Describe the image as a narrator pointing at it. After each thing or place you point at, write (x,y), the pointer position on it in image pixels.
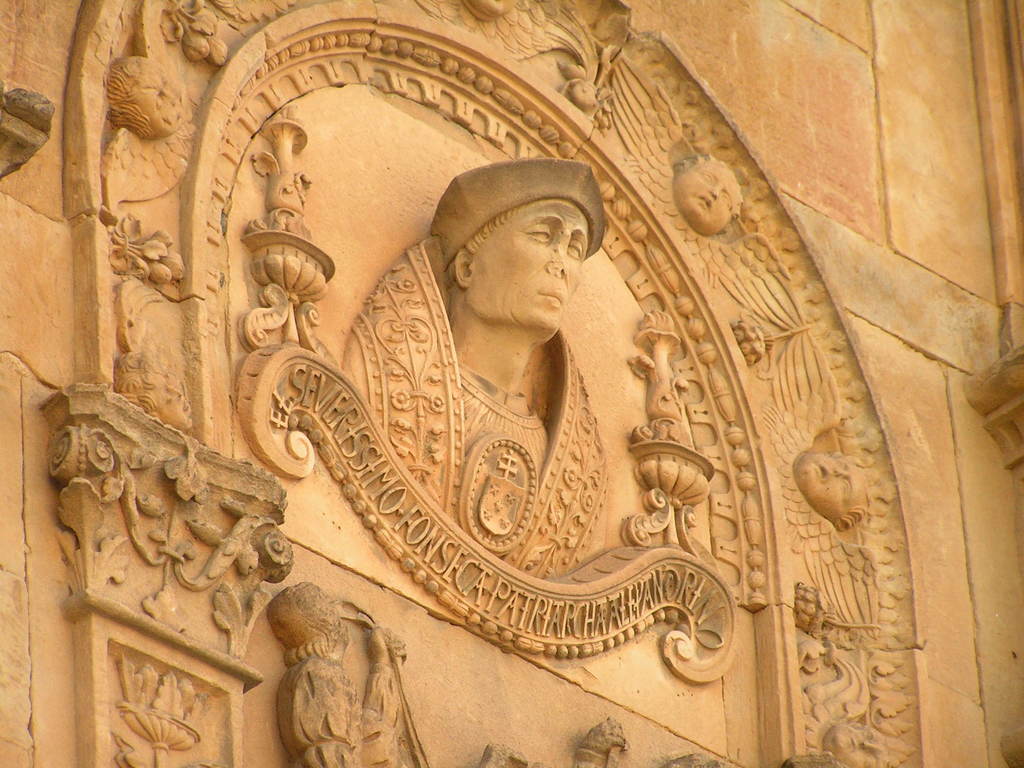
In the picture we can see a historical building wall (728,583) with some sculptures (726,583) on it of a person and something written on it.
